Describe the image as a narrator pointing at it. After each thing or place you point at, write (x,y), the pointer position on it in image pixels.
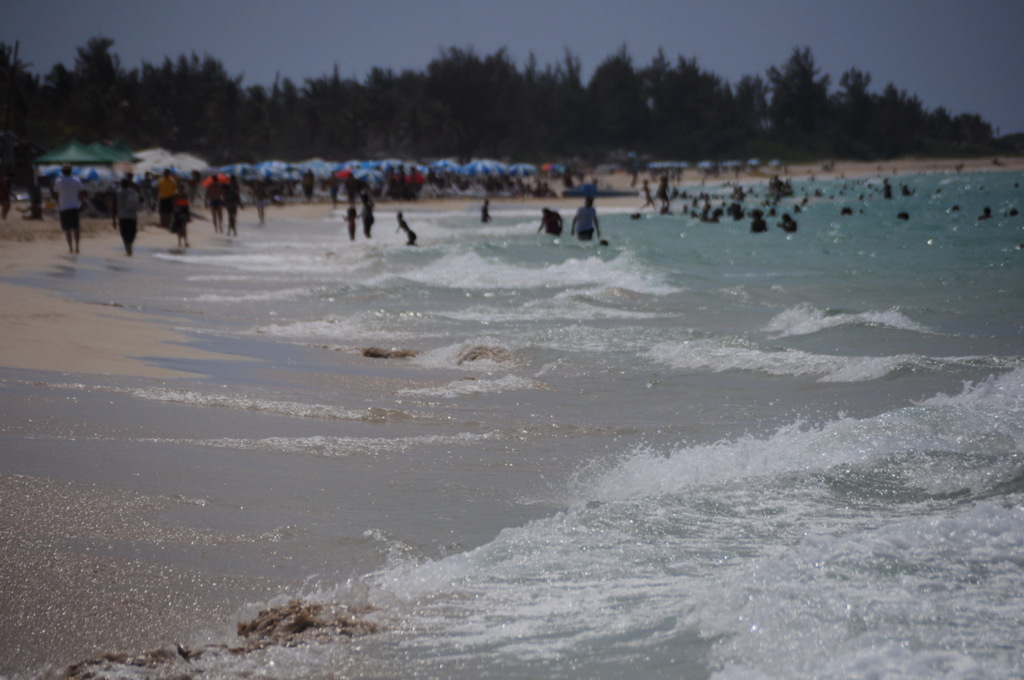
In this image I can see the water (516,265), background (176,220) I can see few persons (188,201), some are standing and some are walking. I can also see few tents (180,170) in blue and white color, trees (252,134) in green color and the sky (310,39) is in blue color.
